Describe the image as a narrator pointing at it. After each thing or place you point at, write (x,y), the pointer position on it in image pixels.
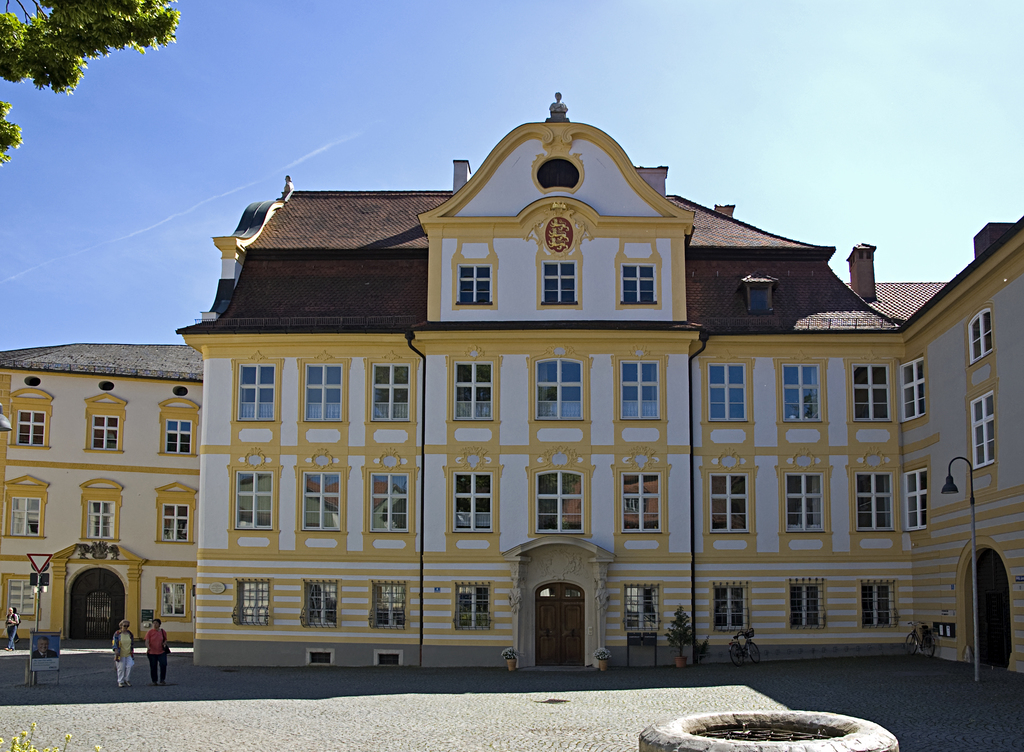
In this picture there is a beautiful white and yellow house (308,492) with many glass windows (407,492). In the front (122,708) bottom side there is a ground (302,745) with cobble stones (216,725). On the left side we can see two old women (122,680) are walking.
